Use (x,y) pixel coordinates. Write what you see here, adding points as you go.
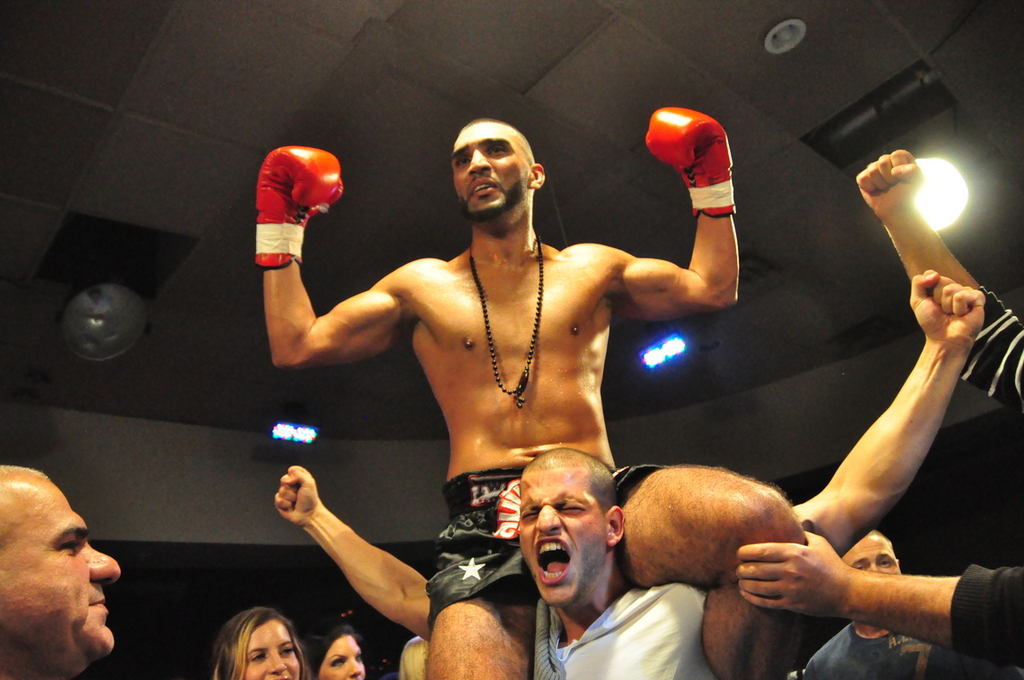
In this image, I can see a man (567,656) standing and carrying another man (463,481). I can see the ceiling lights (284,425), which are attached to the ceiling (650,88). On the right side of the image (938,396), I can see a person's hands (937,593). At the bottom of the image (48,595), I can see a group of people (47,582).
